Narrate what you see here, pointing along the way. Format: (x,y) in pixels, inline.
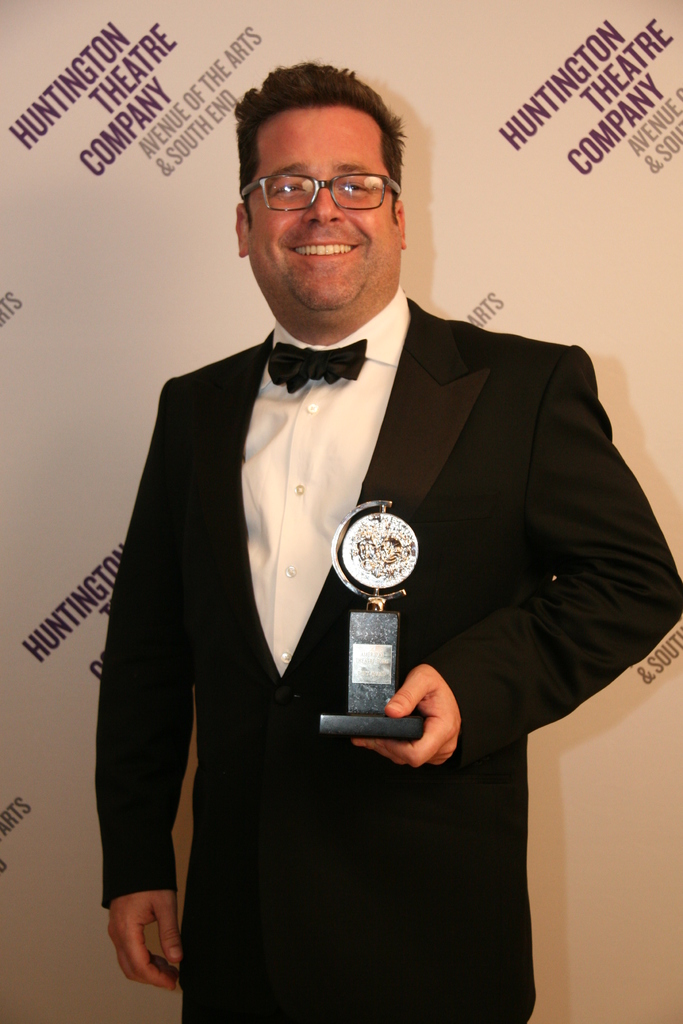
In this picture I can see a man (282,367) in front (580,646) who is standing and I see that he is wearing formal dress (272,432) and he is smiling. I can also see that he is holding an award (397,630). In the background (640,196) I can see the board (25,479) on which there are words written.
